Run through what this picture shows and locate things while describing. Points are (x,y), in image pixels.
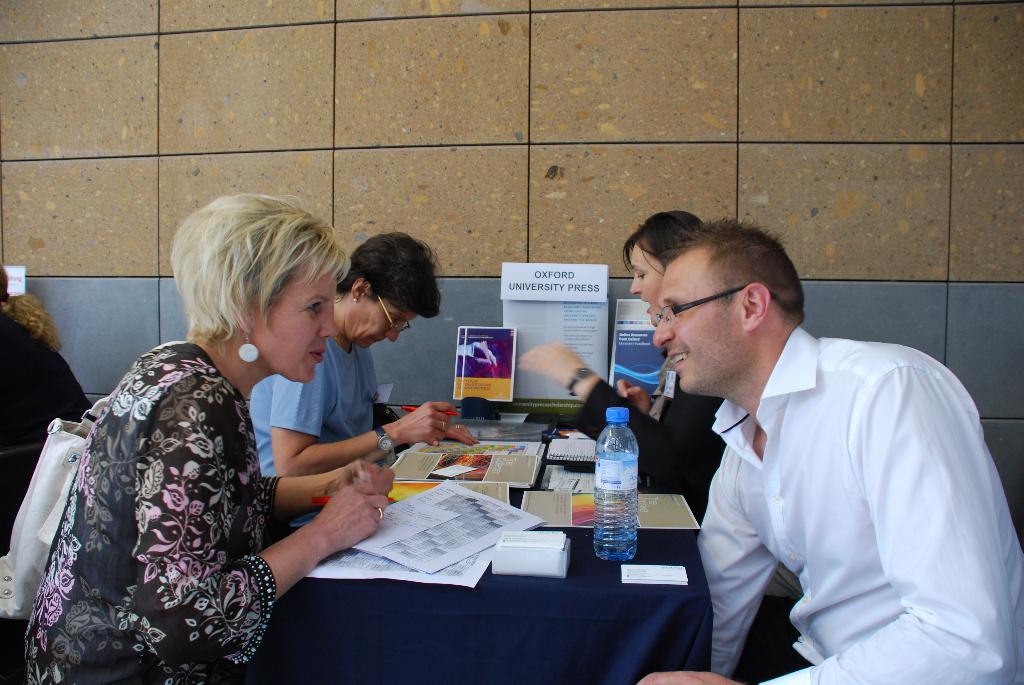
In this picture we can see group of people (367,518), they are all seated, in front of them we can see a bottle (609,457), papers (525,524), books (553,503) and other things (521,537) on the table (526,511), and also we can see few people (426,297) wore spectacles (660,315).
